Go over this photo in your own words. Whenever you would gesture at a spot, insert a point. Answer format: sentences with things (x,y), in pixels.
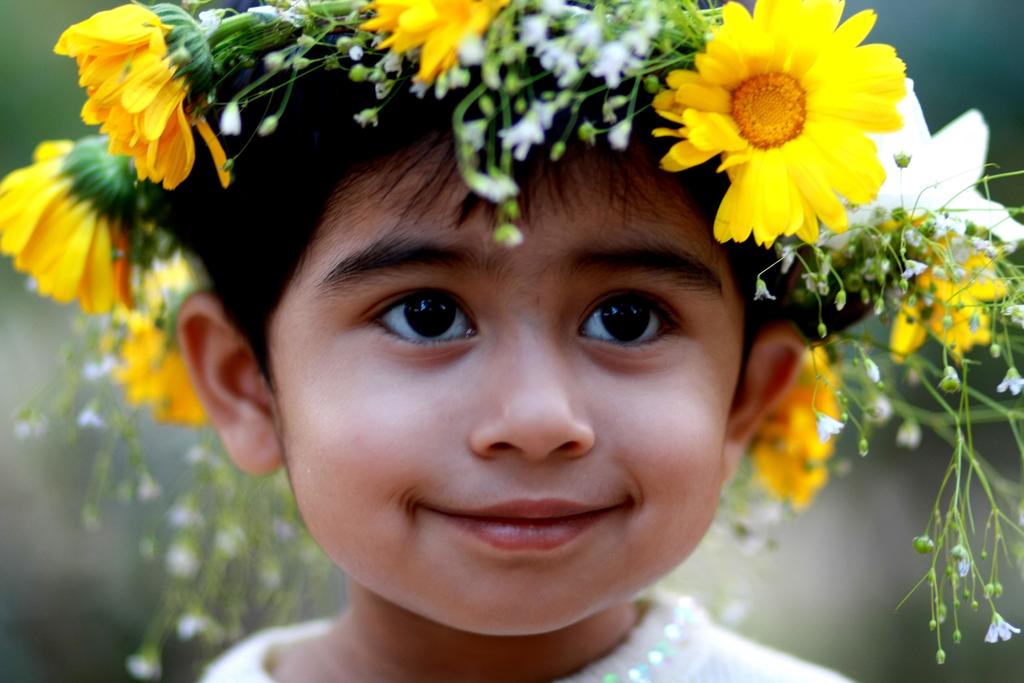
This image is taken outdoors. In this image the background (940,55) is a little blurred. In the middle of the image (497,302) there is a kid (495,496) with a smiling face (485,619). She has worn a headband (167,374) made with flowers (592,69) on her head (207,242).
